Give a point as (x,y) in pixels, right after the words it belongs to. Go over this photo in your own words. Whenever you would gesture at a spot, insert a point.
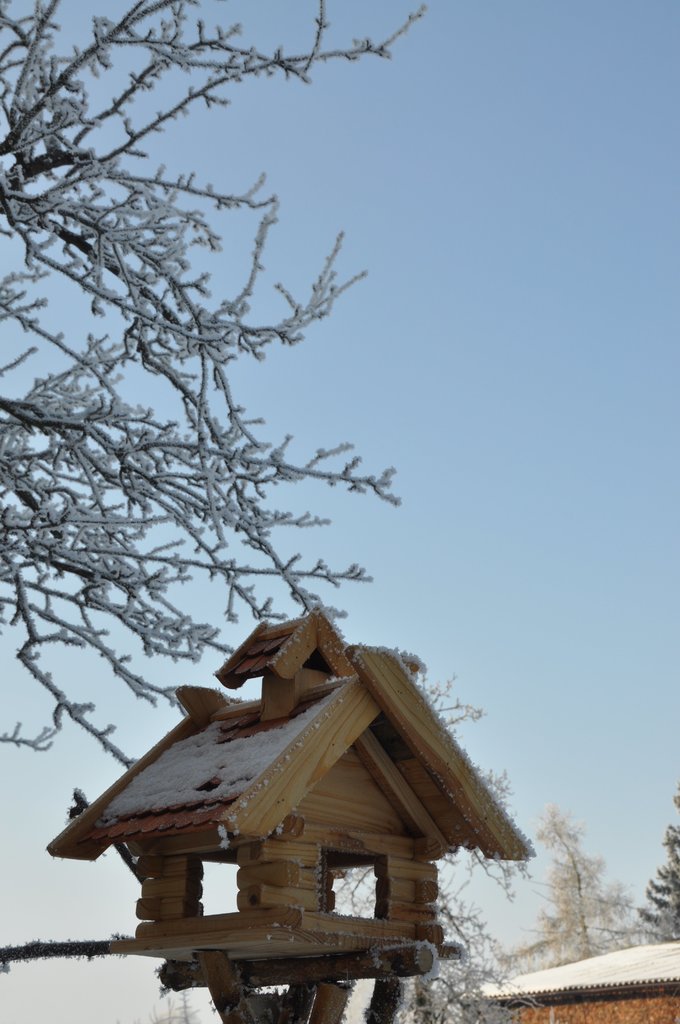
In this picture we are seeing a small house (279,654) which is made up of wood (372,964).
